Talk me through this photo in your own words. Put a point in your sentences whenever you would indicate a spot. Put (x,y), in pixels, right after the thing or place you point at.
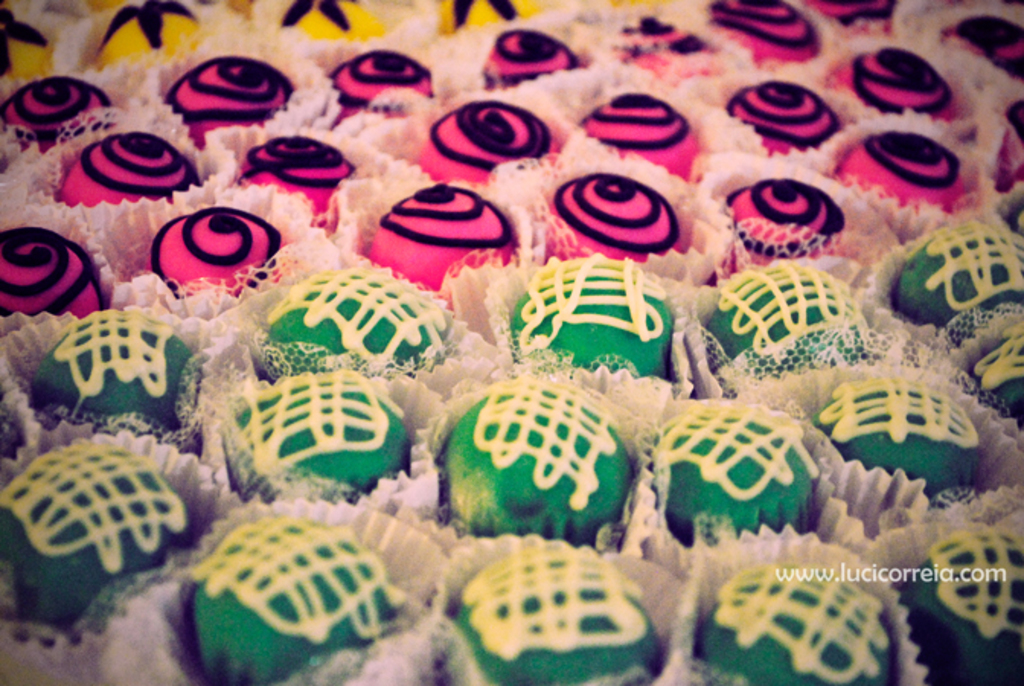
Here we can see cupcakes (442,214) with different colors and designs (239,114) on it.
